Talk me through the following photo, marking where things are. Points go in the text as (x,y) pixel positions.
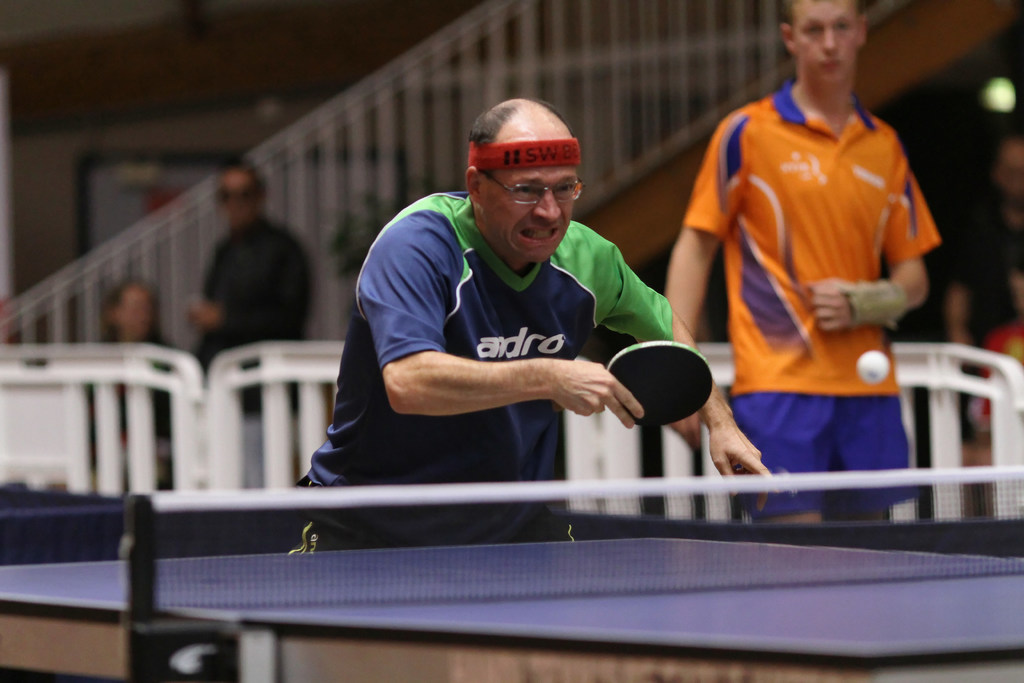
This is the picture there a man (384,380) is standing and playing the table tennis game and in back ground (252,436) there is another man (262,420) standing, and another man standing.
